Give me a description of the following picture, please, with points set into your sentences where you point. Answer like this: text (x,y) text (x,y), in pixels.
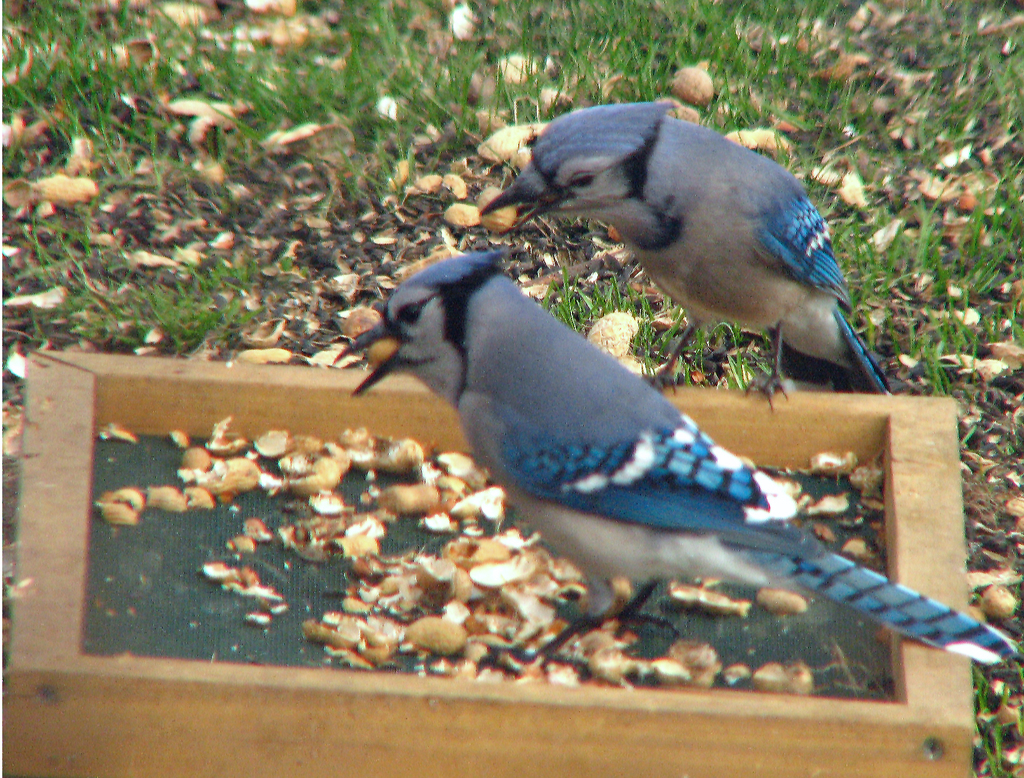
In this picture we can see there are two birds (566,413) standing on the wooden object (927,565) and in the wooden object (393,535) there are peanut shells (468,550). Behind the birds (668,218) there is the grass (443,102).
